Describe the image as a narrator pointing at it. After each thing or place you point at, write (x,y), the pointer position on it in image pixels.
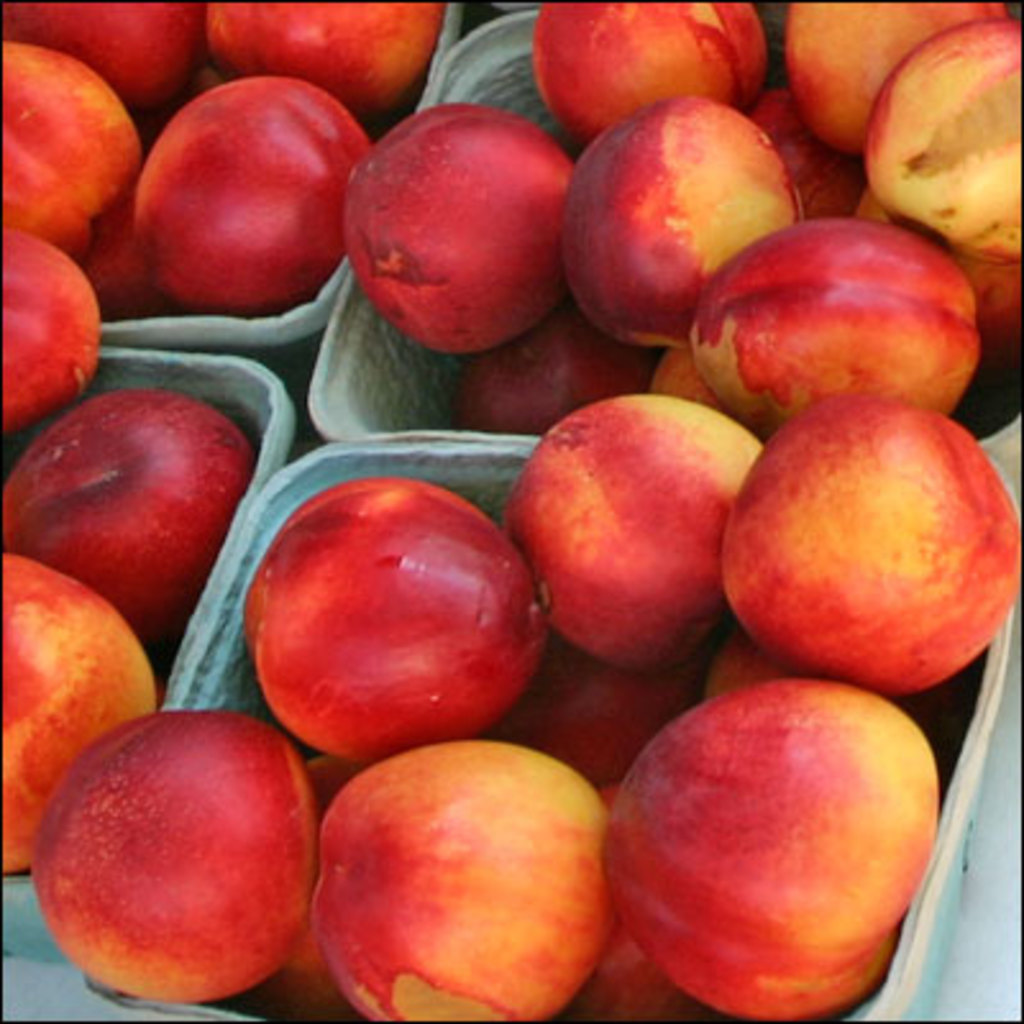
In this image there are some fruits (33,584) are kept in white color bowls (379,377) where we can see in middle of this image (429,444).
